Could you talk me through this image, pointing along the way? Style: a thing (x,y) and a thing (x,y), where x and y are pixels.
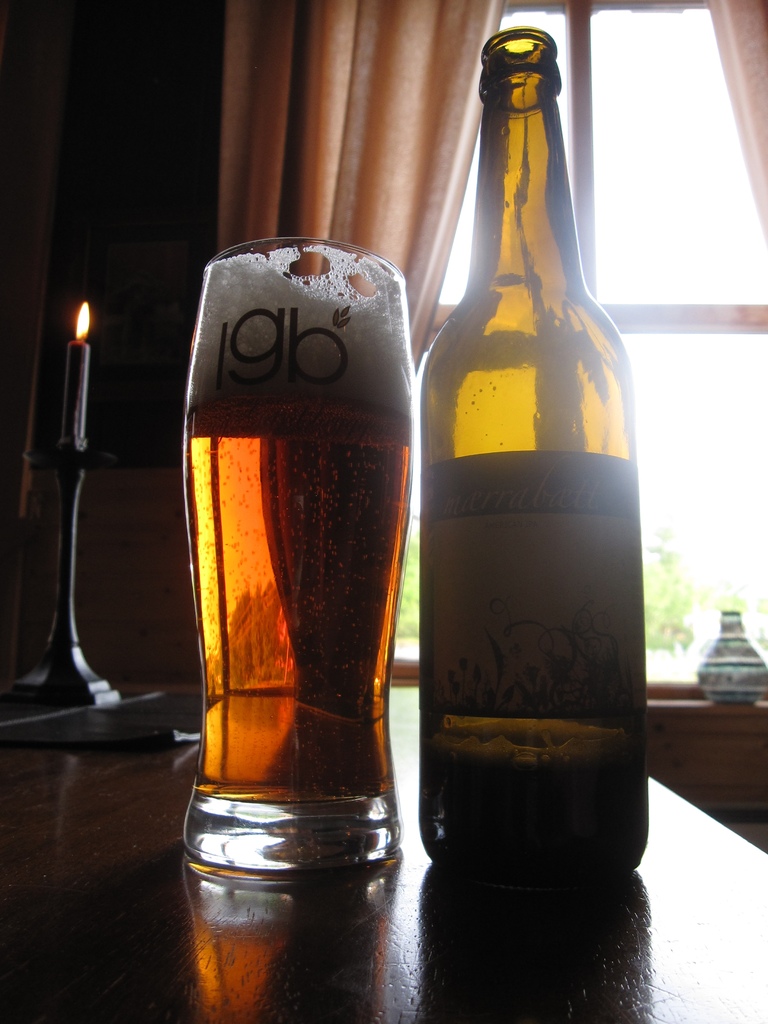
on the table (460,899) there is a glass bottle (530,506) and glass of drink (272,514). behind that at the left (75,381) there is a candle (83,427) and its stand (69,656). at the back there is a glass window (602,87) and curtains (756,97). on the glass (224,388) igb is written.
